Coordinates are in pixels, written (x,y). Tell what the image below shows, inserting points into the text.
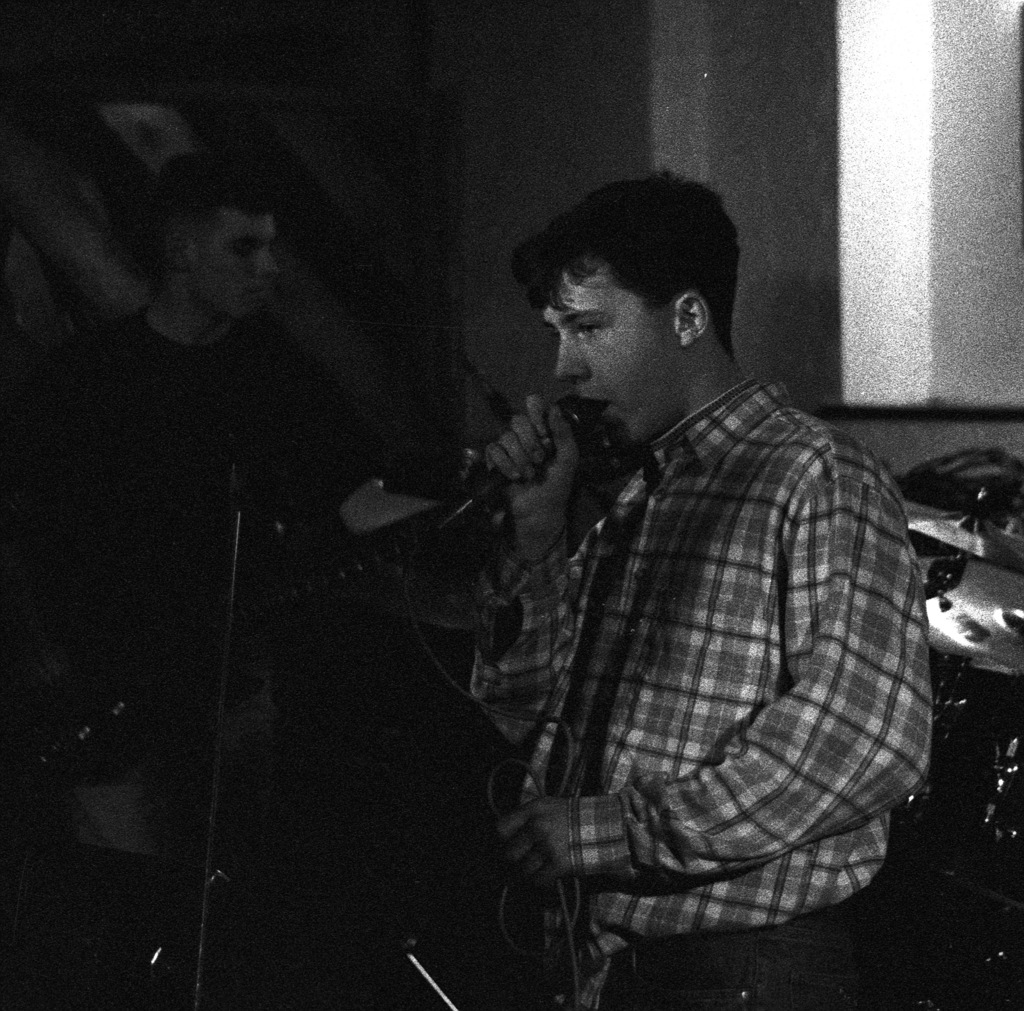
The two persons (659,340) are playing a musical instruments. On the right side (688,362) we have a check shirt person (545,533). He is holding a mic (577,408) and he is singing a song. On the left side (197,580) we have a another person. He is playing a musical instruments (373,578). We can see in background (362,528) musical instruments (368,510) and curtain (906,341).
